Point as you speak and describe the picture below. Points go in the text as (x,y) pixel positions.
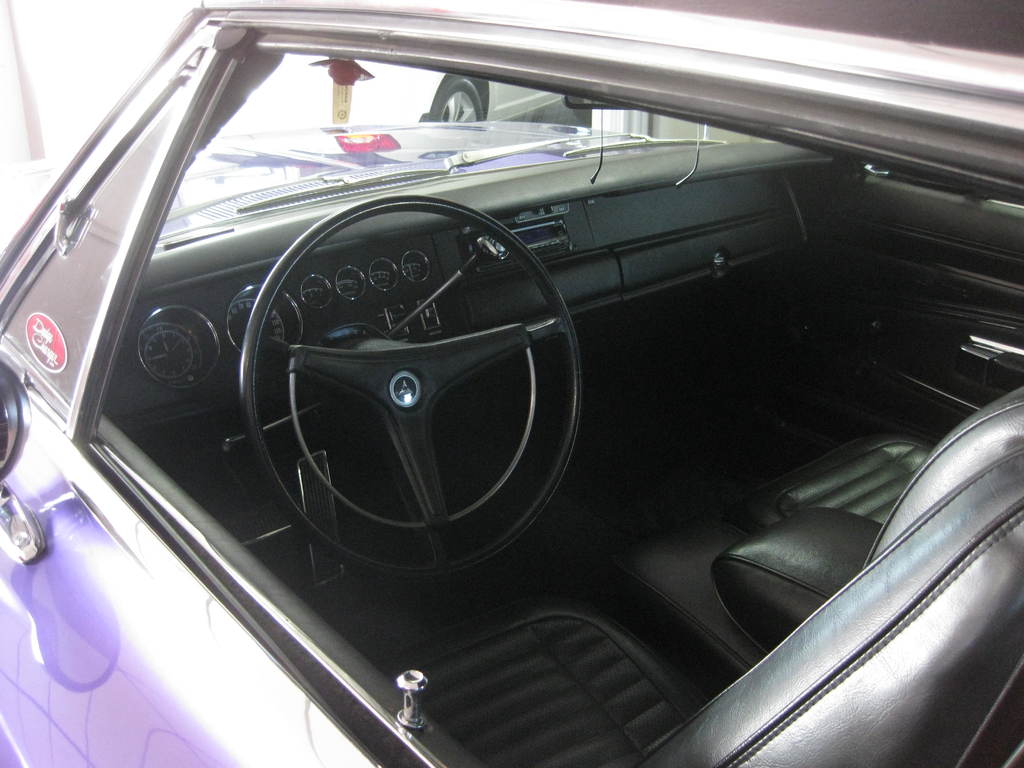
In this image, we can see the steering wheel (405,465), dashboard (652,218) and seats (967,478) of the car (336,377).
